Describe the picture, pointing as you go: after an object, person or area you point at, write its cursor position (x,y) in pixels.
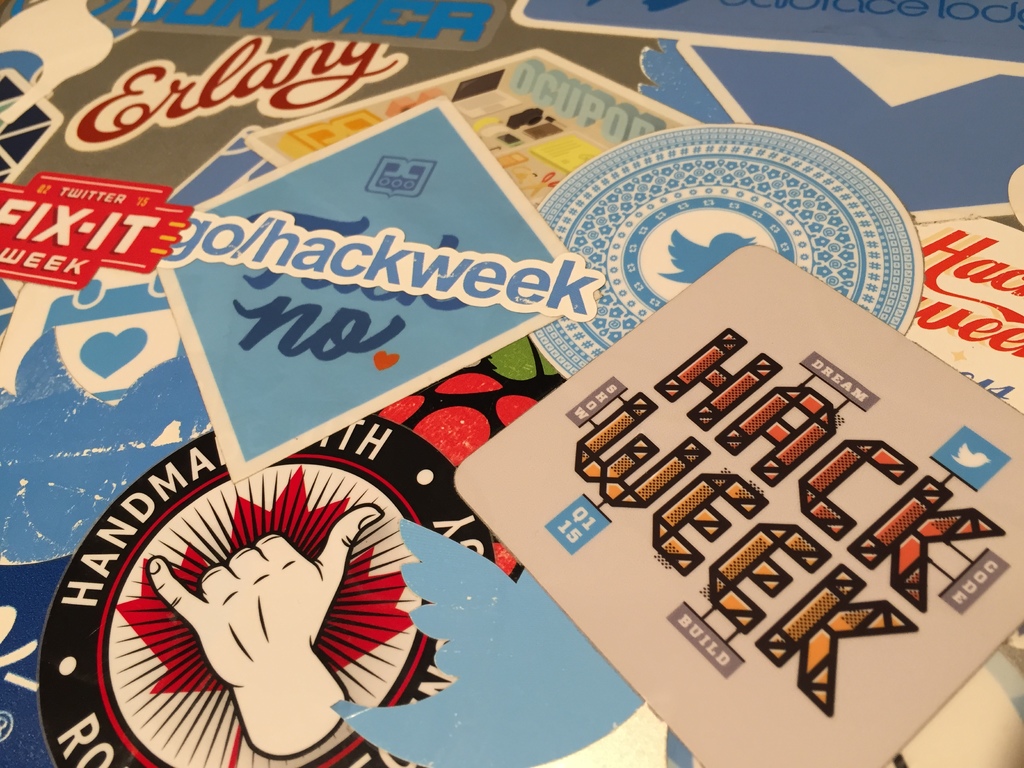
In the image in the center (476,305), we can see posters (592,524). On the poster (311,559), we can see one human hand (240,611). And we can see something written on it.
